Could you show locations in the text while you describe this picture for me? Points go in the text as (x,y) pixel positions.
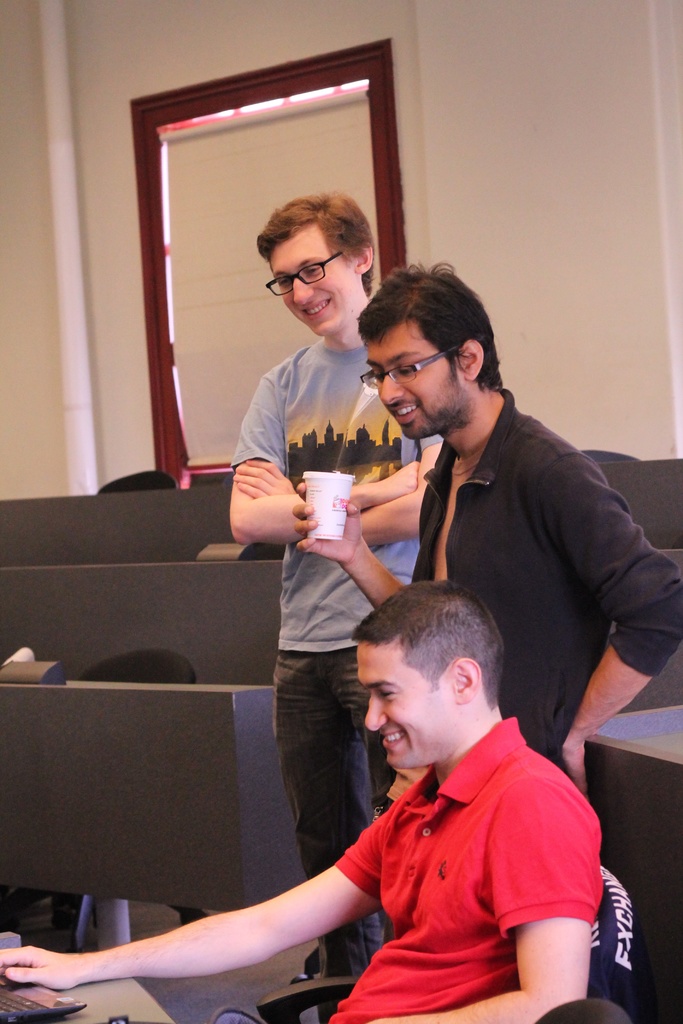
In this image there is a man (423,896) sitting on the chair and working with the laptop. Behind him there are two other men (396,505) who are standing on the floor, while one person (354,513) is holding the cup (348,501). In the background (123,544) there are benches (166,567).
